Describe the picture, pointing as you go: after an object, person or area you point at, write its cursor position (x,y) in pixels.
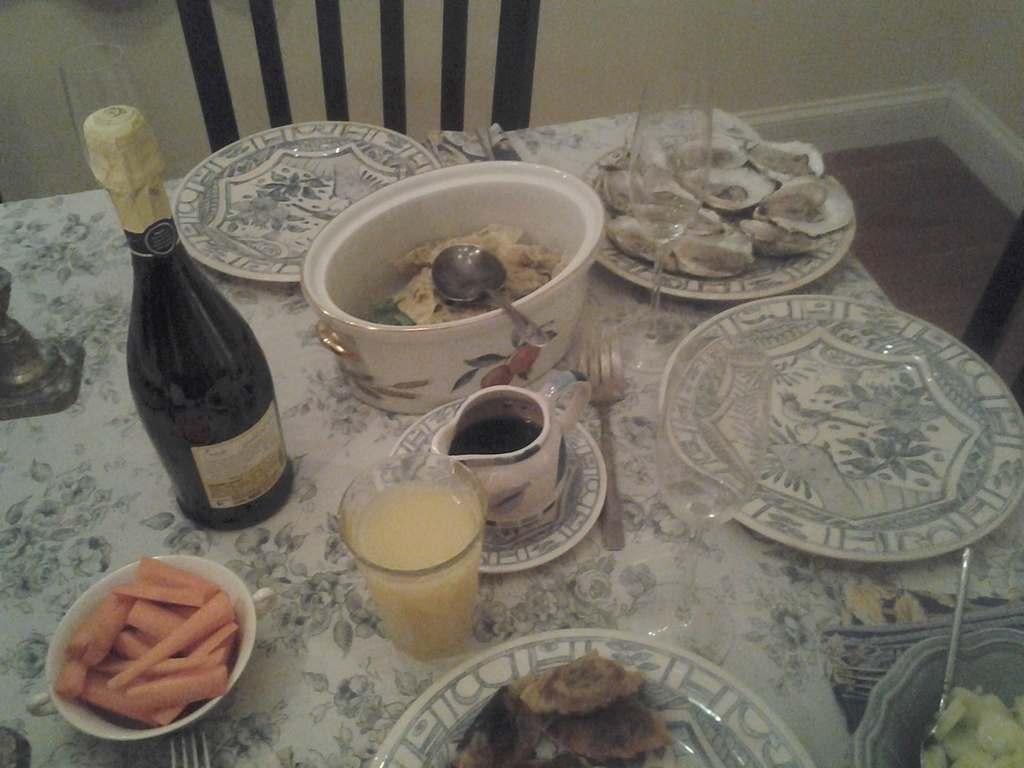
In the foreground of this image (167,755), there is a bottle (173,225), bowl (190,629) with carrot pieces (181,614), a dish vessel (474,362), cup (527,482), glass (702,449), forks (587,352) on the table (595,335). There are two chairs (989,282) around it and in the background (793,87), there is a wall (780,54).
